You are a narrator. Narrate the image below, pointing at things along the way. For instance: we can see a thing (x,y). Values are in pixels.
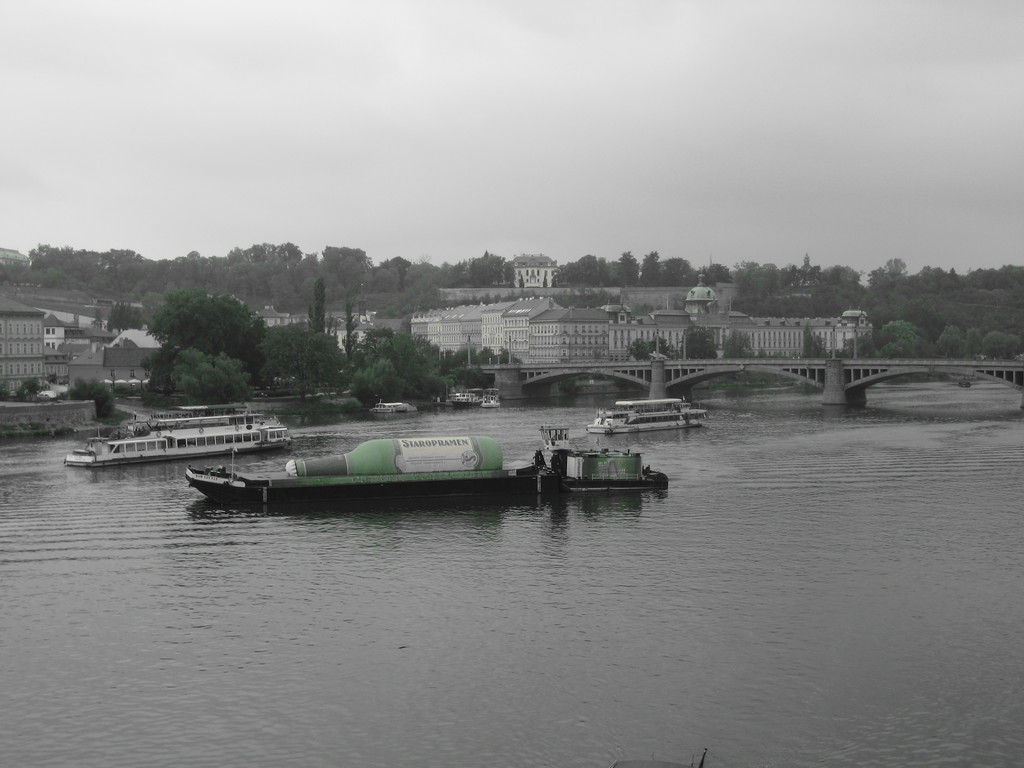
In this image there is an object (457,467) on the boat (472,473). Few boats (405,498) are sailing on the surface (453,572) of the water (611,559). Right side (697,367) there is a bridge (827,370). Background (250,353) there are trees (771,308) and buildings (438,318). Top of the image (472,105) there is sky (431,105).
